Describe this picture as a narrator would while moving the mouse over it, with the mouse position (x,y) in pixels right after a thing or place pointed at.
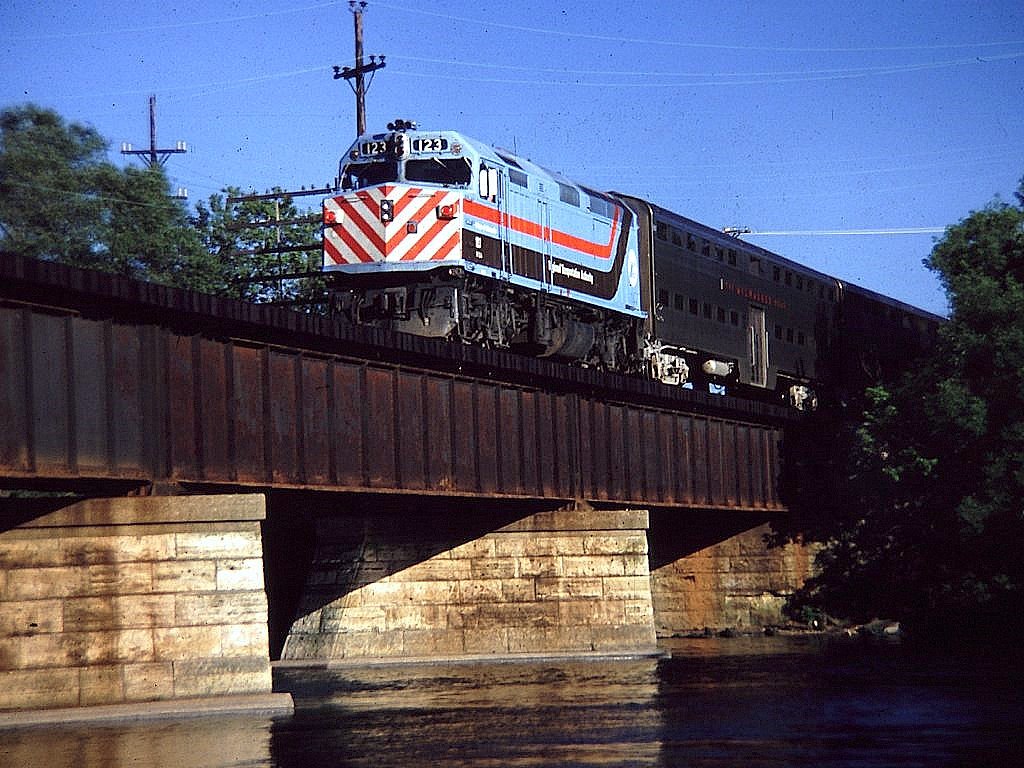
In this image I can see the water (476,728). I can see a train (504,282) on the railway track (382,349). On the left (185,242) and right side (975,285), I can see the trees (1006,510). At the top (279,245) I can see the electric poles (345,75) and the sky (747,134).
